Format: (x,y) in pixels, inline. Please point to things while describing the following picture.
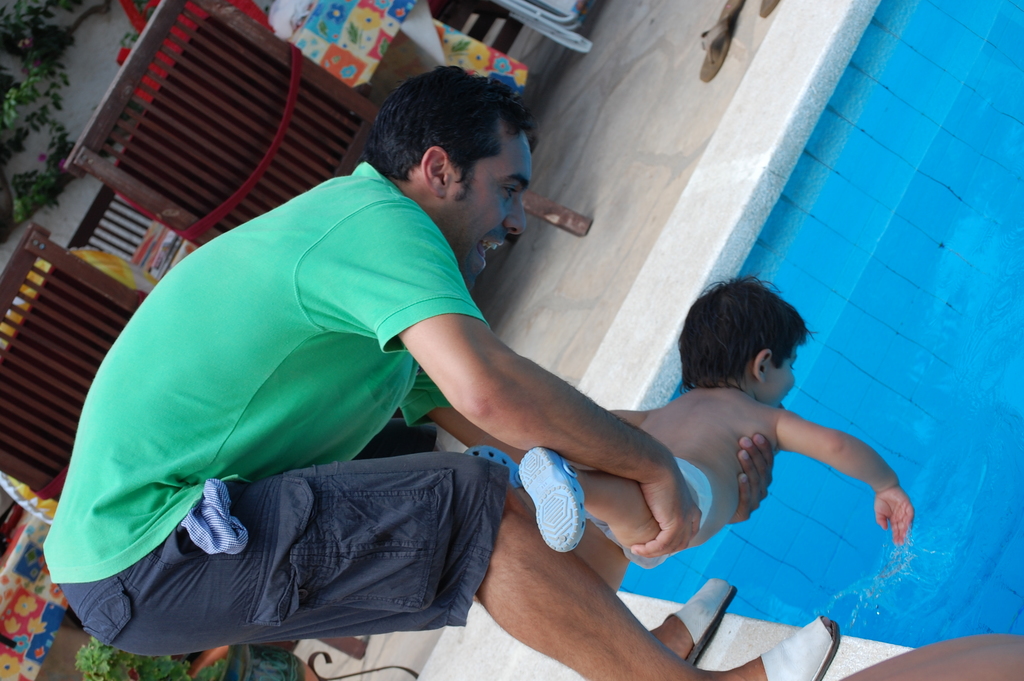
In the image there is a man (453,610) in green t-shirt (380,370) and short (430,564) holding a baby (678,434) on a pool (791,534), in the back (358,20) there is a dining table (353,38) with plants (47,39) behind it.
